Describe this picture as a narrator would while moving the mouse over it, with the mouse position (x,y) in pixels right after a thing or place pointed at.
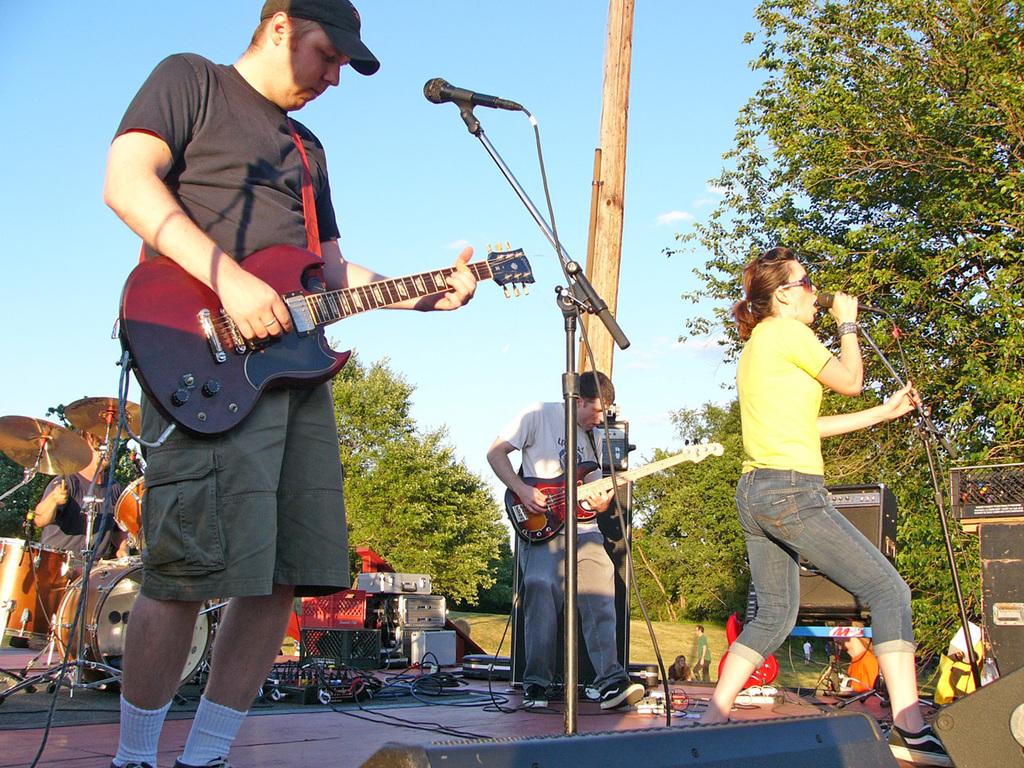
In this image I see 3 men (304,223), in which all of them are holding the musical instruments (398,296) and there is a mic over here and I can also see there is a woman (794,302) and she is holding the mic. In the background (881,319) I see few people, speaker (1006,725), trees (837,28) and the sky (67,2).
